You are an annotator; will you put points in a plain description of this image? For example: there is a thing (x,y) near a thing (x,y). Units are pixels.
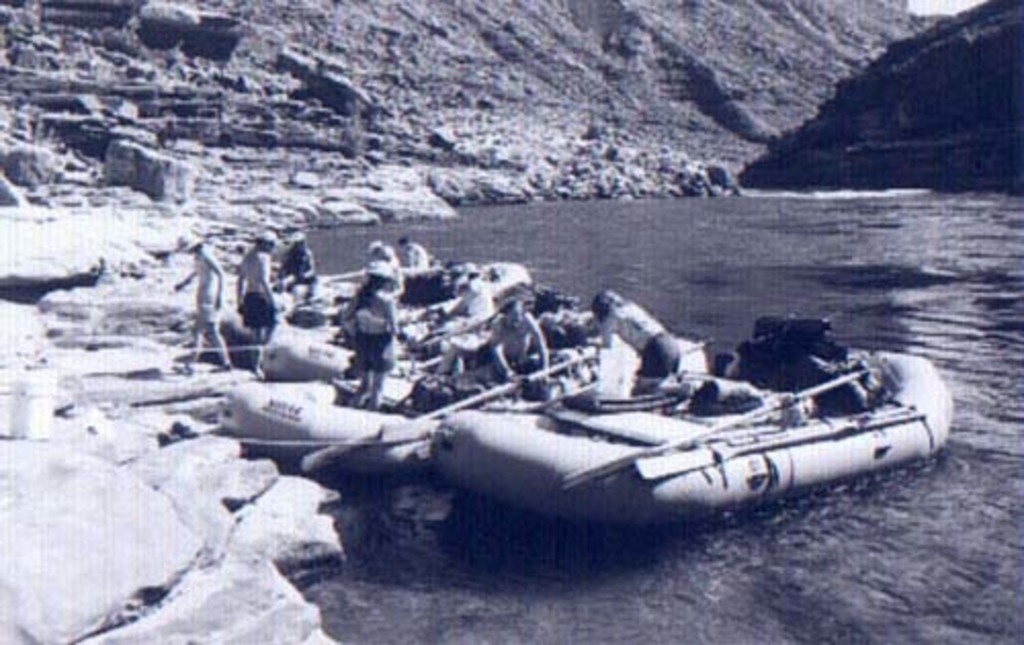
In this picture I can observe some river rafting boats (420,341). There are some people (361,327) in the middle of the picture (483,327). On the right side (803,256) there is a river (537,597). In the background (632,120) I can observe a hill (583,95).
